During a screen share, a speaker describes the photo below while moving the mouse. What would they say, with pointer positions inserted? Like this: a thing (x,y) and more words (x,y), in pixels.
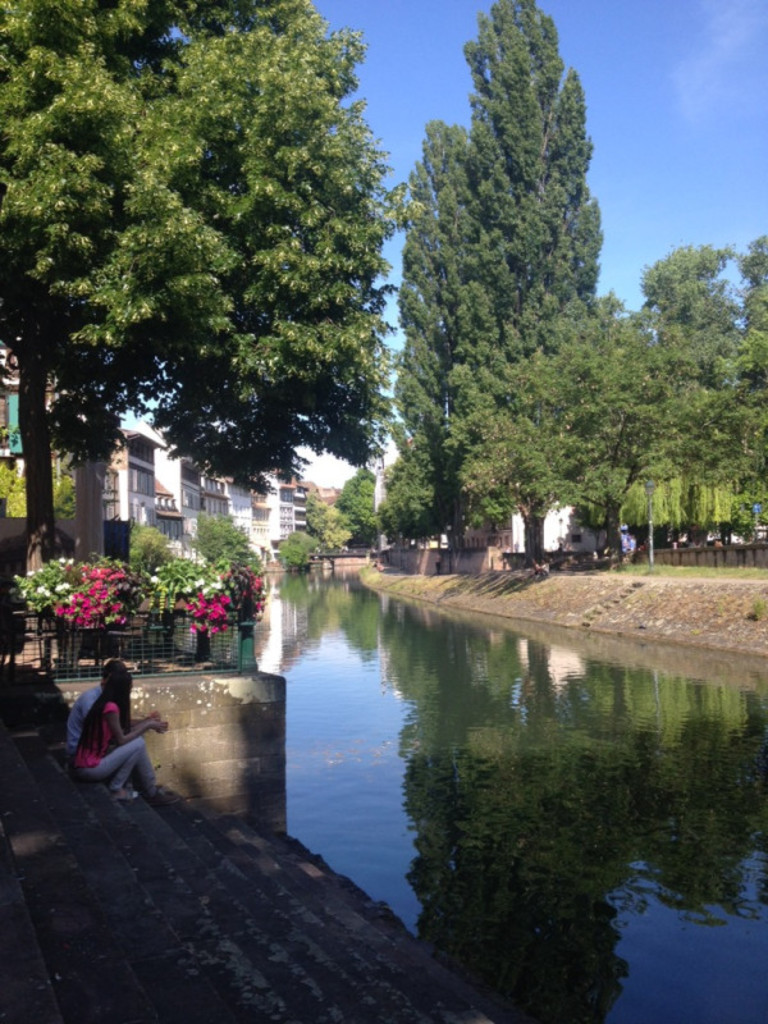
In this picture we can see the lake (496,797), beside the lake (658,802) we can see some buildings (123,501), trees (146,545) and two people (116,668) are sitting on the stairs (84,800).
